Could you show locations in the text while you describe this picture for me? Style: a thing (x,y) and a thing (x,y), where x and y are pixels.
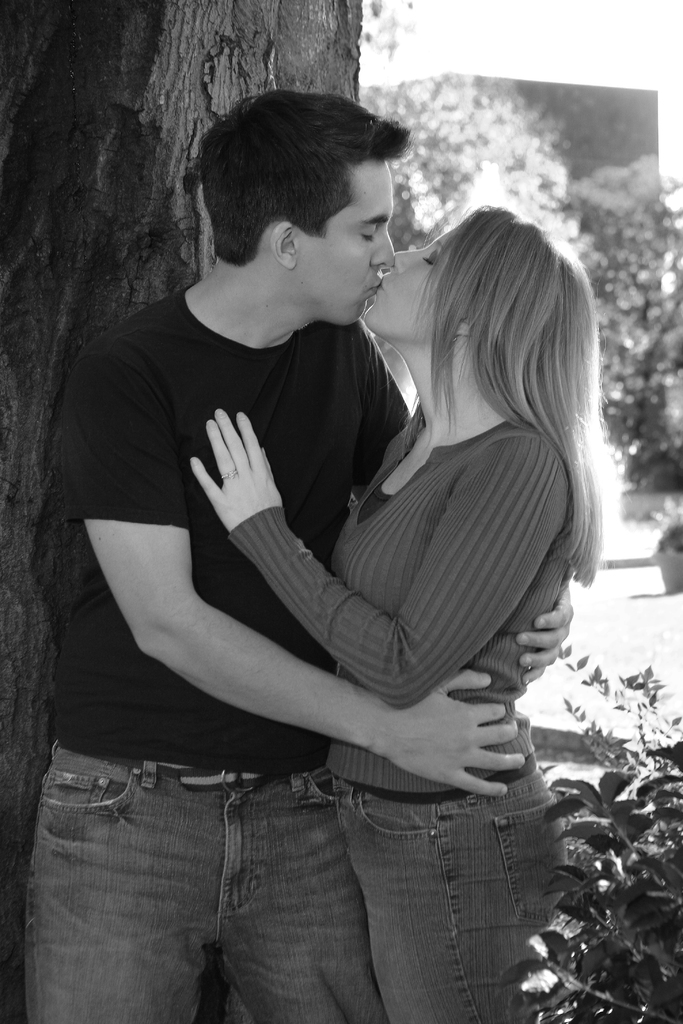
This picture is clicked outside. In the foreground (349,849) we can see a woman (441,338) and a man (246,383) wearing t-shirts (270,583), standing and kissing each other and we can see the plants (629,768) and the trunk (156,56) of a tree (121,107). In the background (506,167) we can see the trees (595,181) and some objects (672,570).
